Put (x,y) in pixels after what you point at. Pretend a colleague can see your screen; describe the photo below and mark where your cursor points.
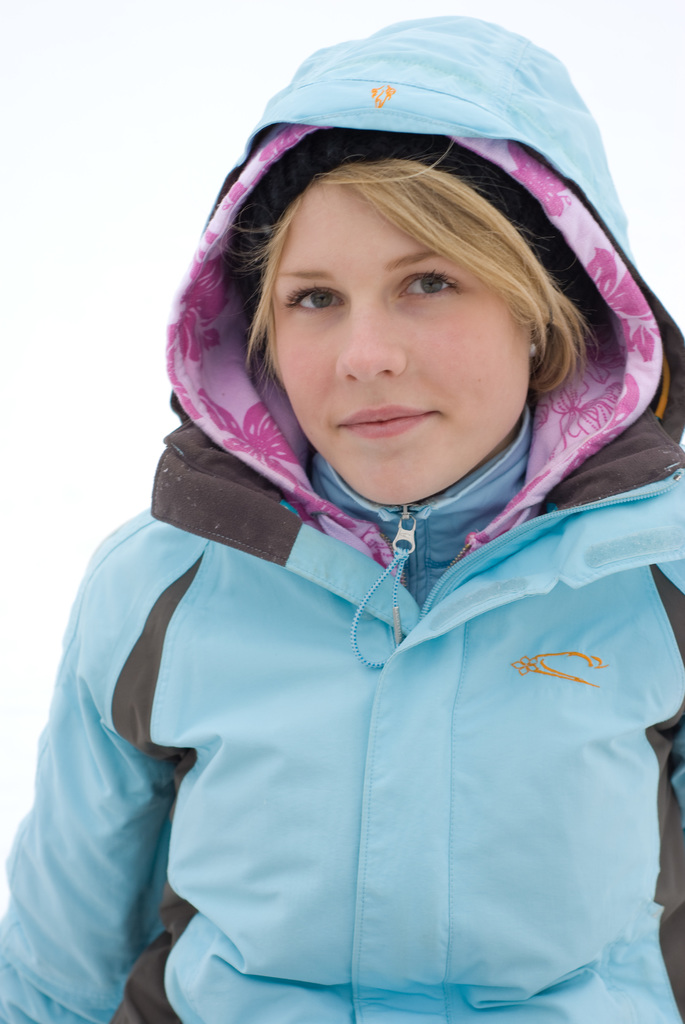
In this image, we can see a woman (268,831) standing and she is wearing a blue jacket (323,794).
